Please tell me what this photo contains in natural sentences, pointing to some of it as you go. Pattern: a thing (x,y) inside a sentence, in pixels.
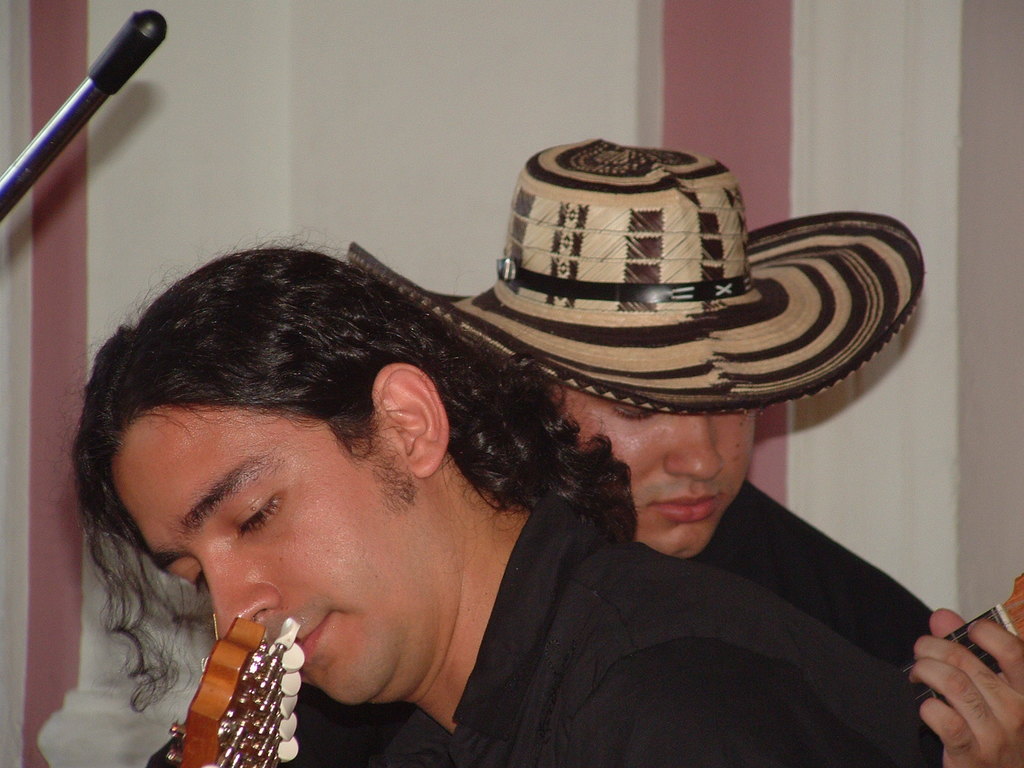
In this image we can see two persons (519,265) near the wall (48,223) playing musical instruments (265,682) and one object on the left side of the image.
